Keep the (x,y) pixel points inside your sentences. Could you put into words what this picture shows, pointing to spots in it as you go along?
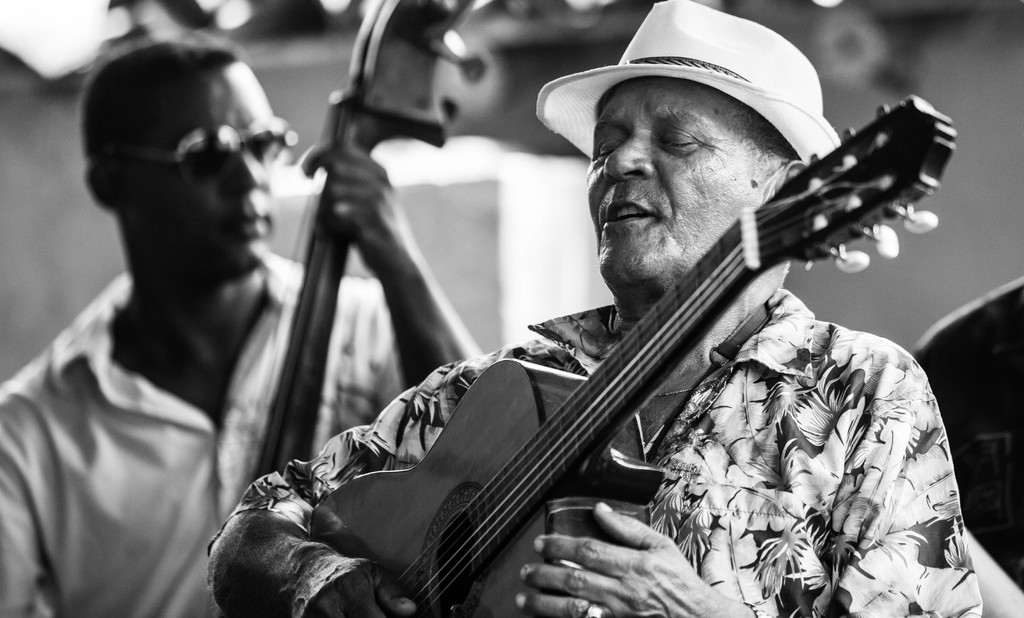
In this picture we can see two persons (561,605) playing guitar (498,552) and bass (317,302). He wear a cap (726,63) and he has goggles (200,158). And this is the black and white picture.
